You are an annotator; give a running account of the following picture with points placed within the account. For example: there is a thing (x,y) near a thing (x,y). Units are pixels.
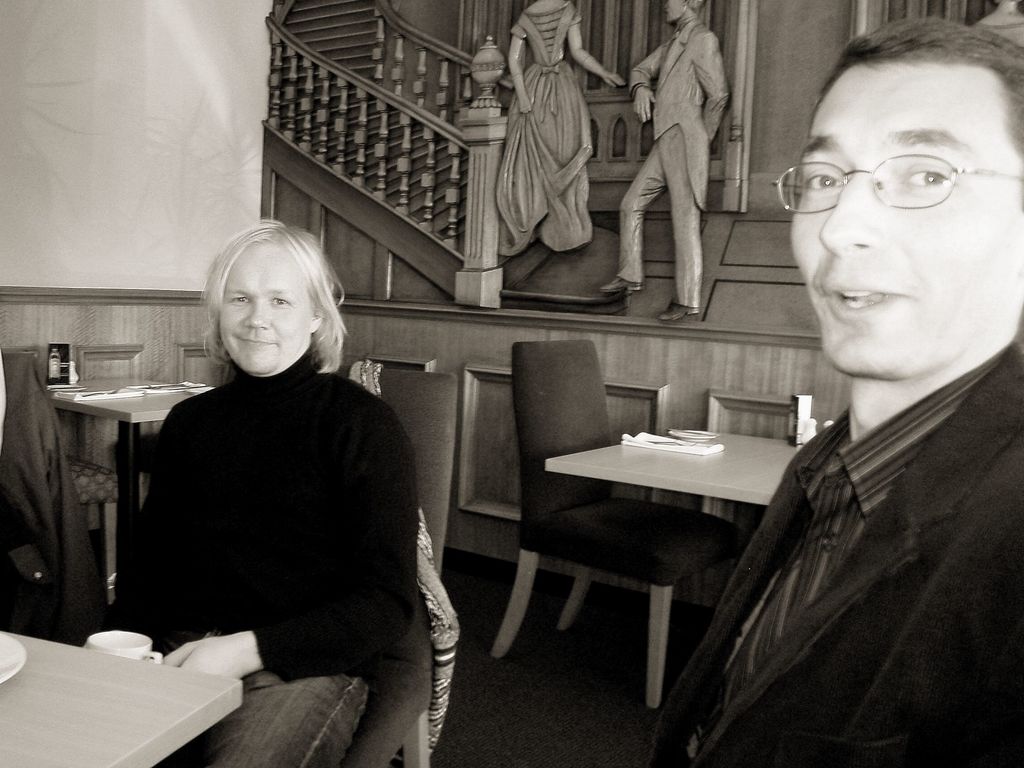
On the right (810,178) there is a man (803,203) who is wearing spectacle (883,189), blazer (987,675) and shirt (865,490). Here we can see a woman (332,386) who is wearing sweater (325,541) and jeans (296,738). She is sitting on the chair (414,738). On the table (62,659) we can see saucer (11,665) and cup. On the left (174,395) there is a table (153,417) and chairs (53,461). On the top (657,209) we can see painting (815,47) on the wall (745,51).
